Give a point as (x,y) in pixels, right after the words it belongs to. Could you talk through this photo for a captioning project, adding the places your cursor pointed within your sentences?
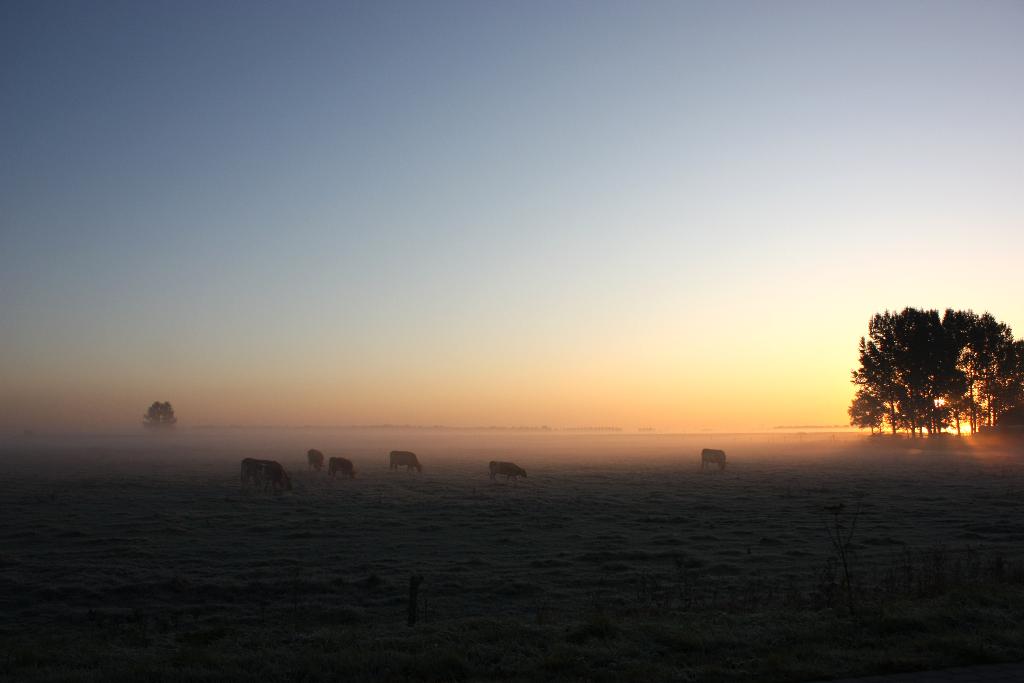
In this picture we can see some animals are on the ground (314,486), side we can see some trees (945,362) and sky (504,223).
